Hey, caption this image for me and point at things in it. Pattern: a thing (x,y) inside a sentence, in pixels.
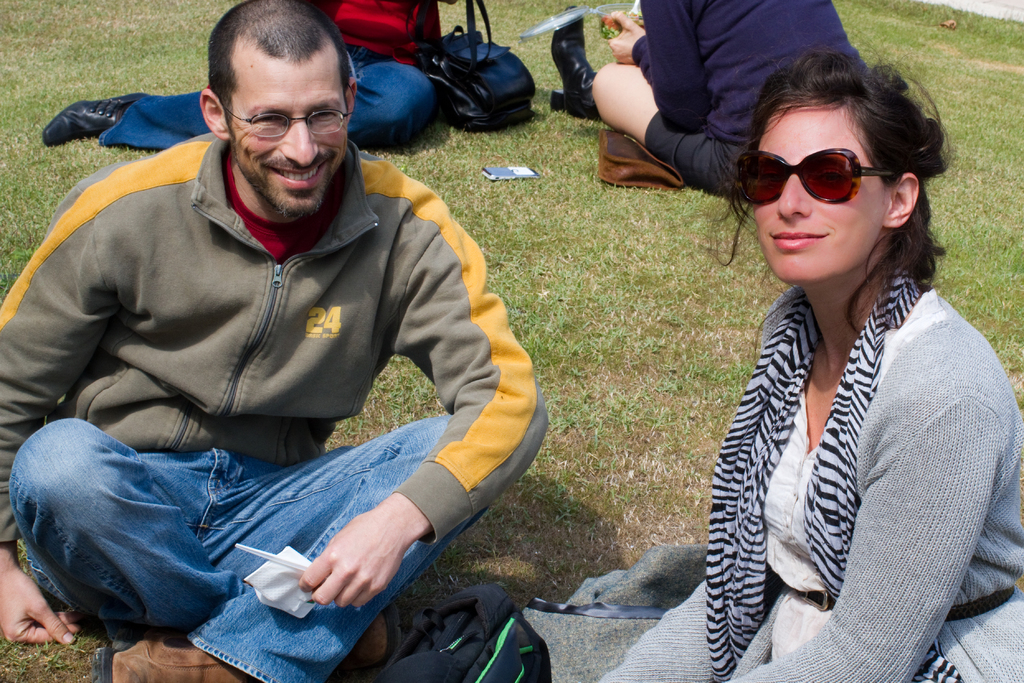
In this image I can see a woman (833,341) and man (300,297) are sitting on the ground (651,496). The woman (794,441) is wearing a jacket (925,486) and giving pose for the picture. The man (303,284) is wearing a jacket (144,372), jeans (109,525), holding a paper (294,574) in the hand (334,556) and smiling. In the background (414,108), I can see two more persons (573,55) are also sitting. Beside these persons (641,113) I can see two bags (465,67).
